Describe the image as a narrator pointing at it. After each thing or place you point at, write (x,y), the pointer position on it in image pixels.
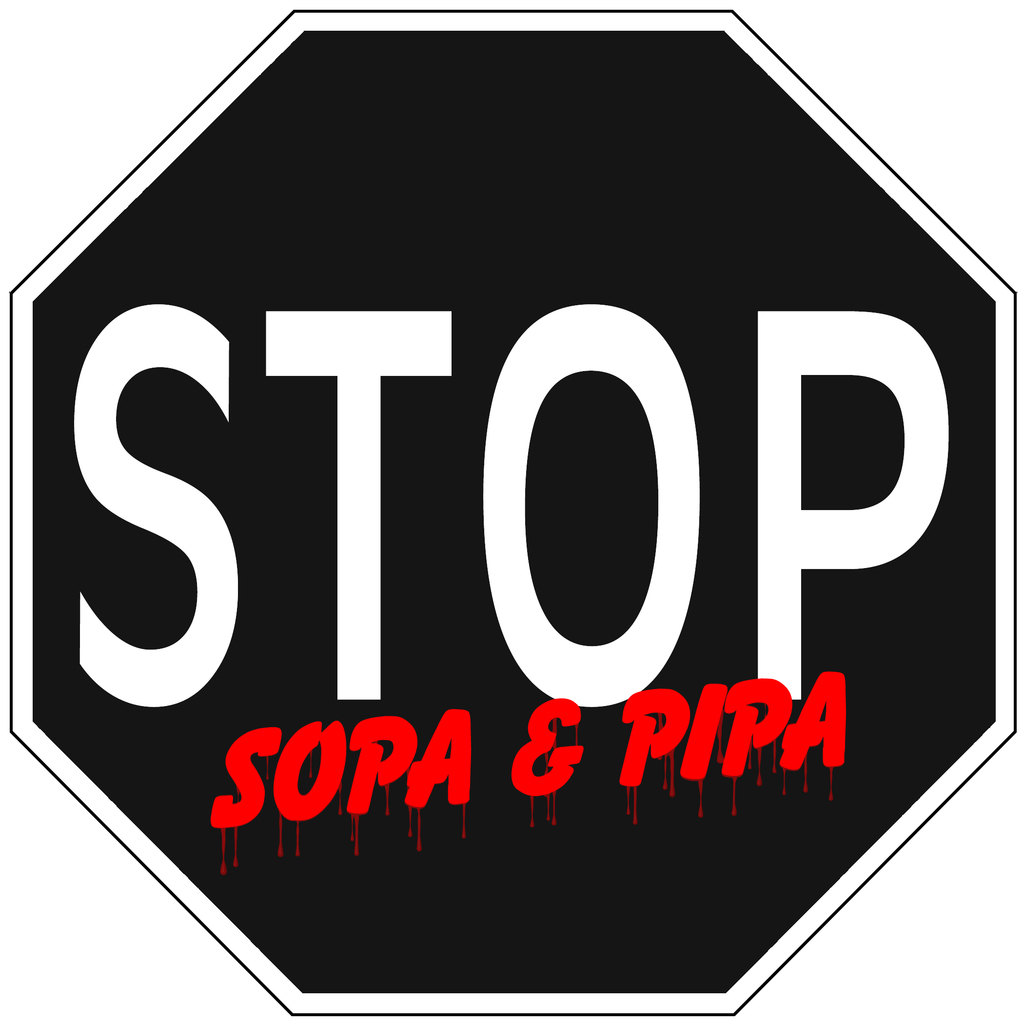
In this image we can see a picture of a signboard (475,736) with some text (654,702) on it.
